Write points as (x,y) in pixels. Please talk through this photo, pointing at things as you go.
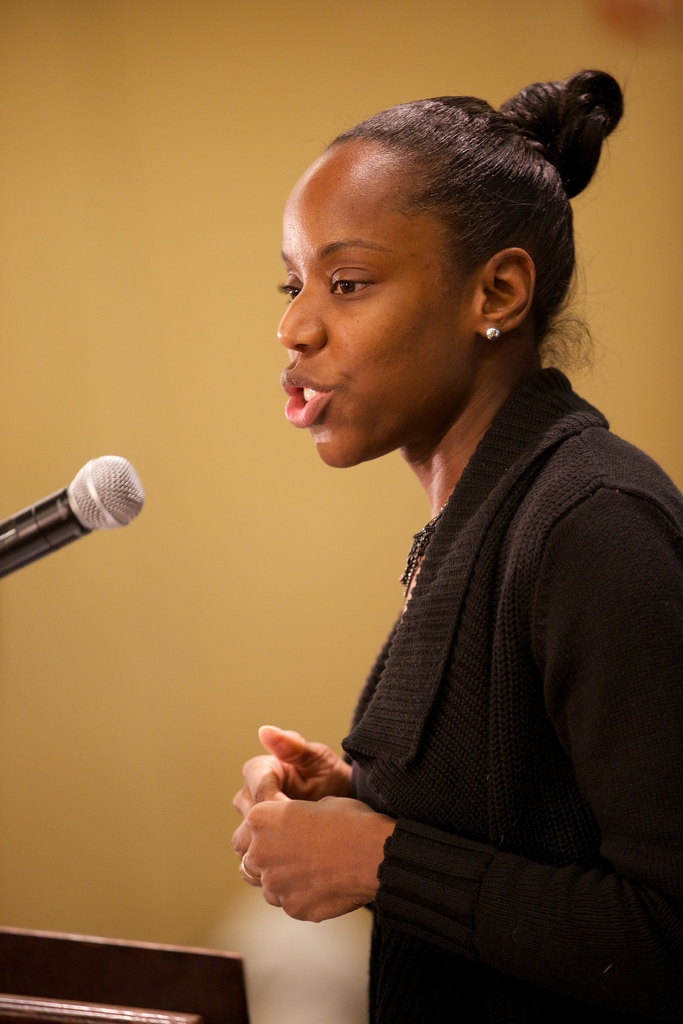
In this image there is a girl (415,682) standing in front of the mic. In the background (192,494) there is a wall (195,748).
